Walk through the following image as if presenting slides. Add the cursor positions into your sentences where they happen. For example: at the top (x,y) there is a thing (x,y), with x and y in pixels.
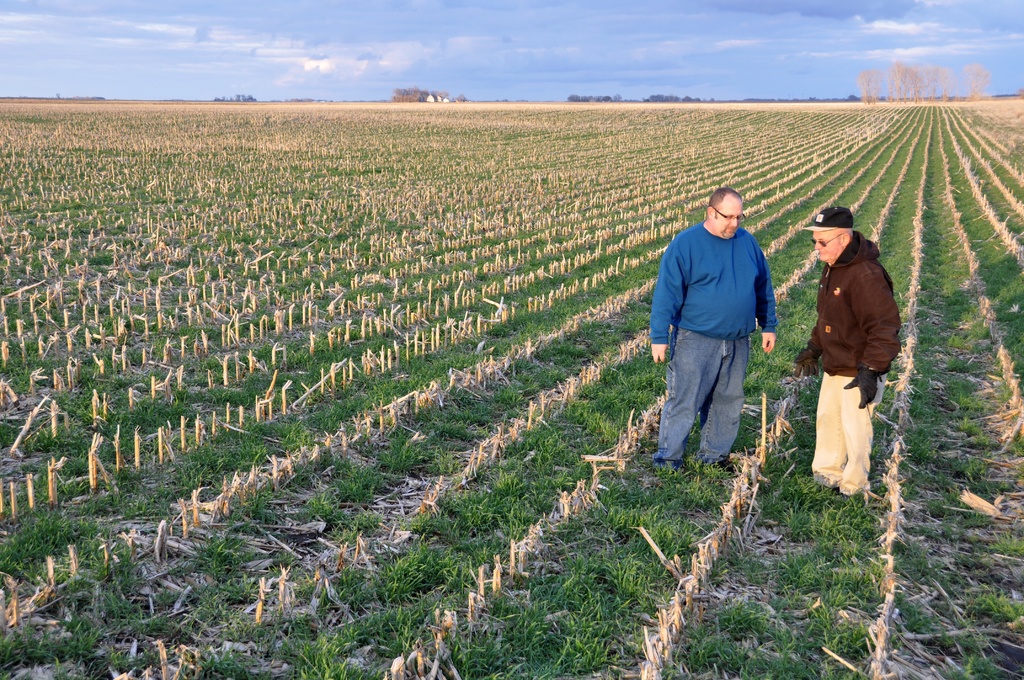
In this image on the right side (876,340) two persons (667,319) are standing on the ground (791,356) and it looks like a field (506,195) and we can see grass (474,568) on the ground (347,383). In the background (942,58) there are trees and clouds (268,59) in the sky (377,35).
